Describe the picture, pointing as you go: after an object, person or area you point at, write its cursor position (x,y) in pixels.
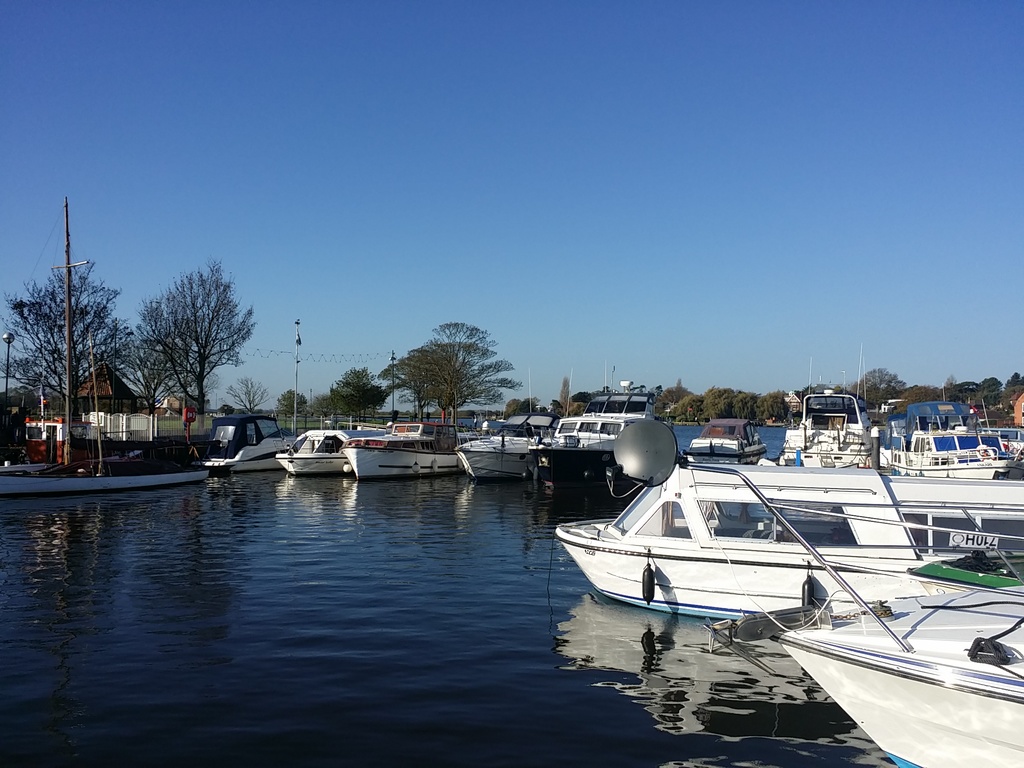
These are the boats (938,653), which are on the water (407,502). I can see the trees (106,323). This looks like a current pole (69,326). I think this is a small kind of house (108,396). Here is the sky (579,367).
